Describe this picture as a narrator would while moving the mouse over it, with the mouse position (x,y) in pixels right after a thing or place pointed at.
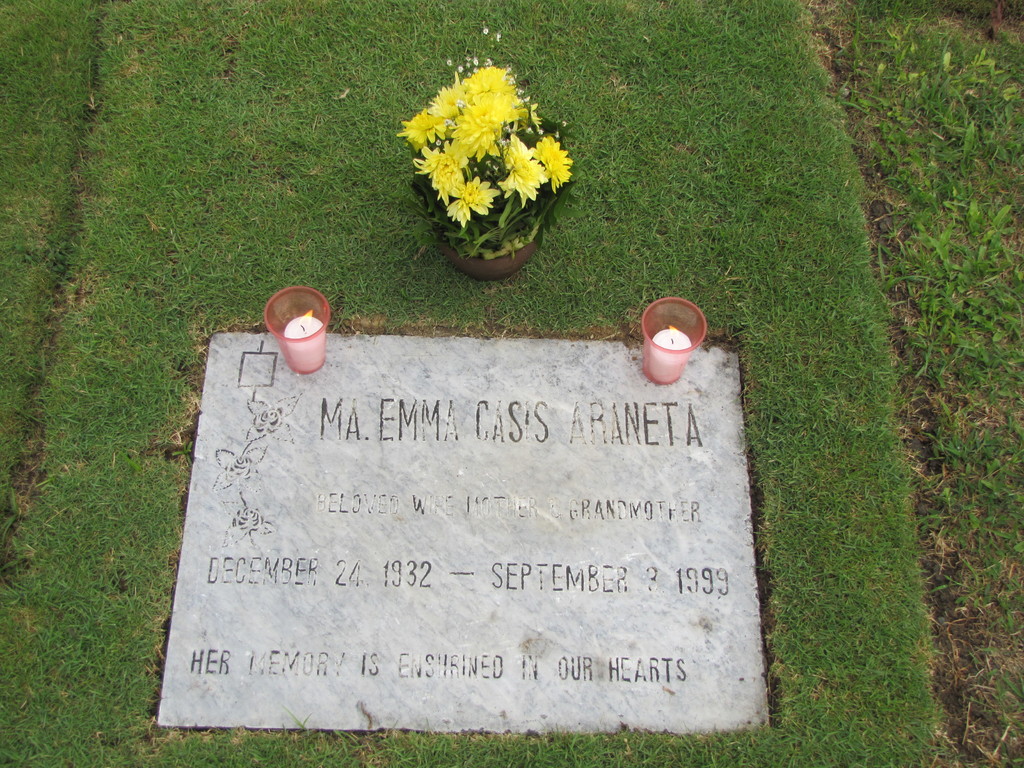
In this picture we can see a tombstone (528,490). On the tombstone (291,385), there are two glasses (310,342) and in the glasses (323,330) there are candles (305,324) with flames (673,331). At the top of the image (450,189), there is a plant (463,197) in the flower pot (470,261) and there is grass (418,246).
